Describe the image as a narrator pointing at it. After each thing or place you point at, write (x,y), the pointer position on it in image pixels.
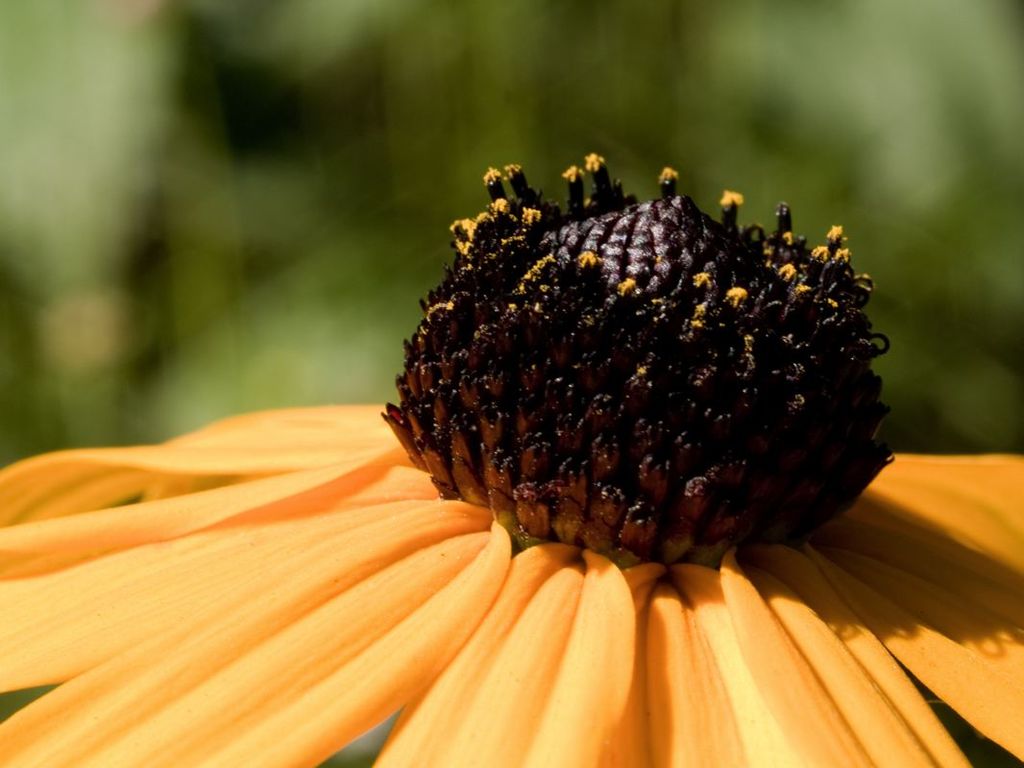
In this image at the bottom (615,687) there is a flower (639,473). In the background (403,94) there is greenery (316,124).
